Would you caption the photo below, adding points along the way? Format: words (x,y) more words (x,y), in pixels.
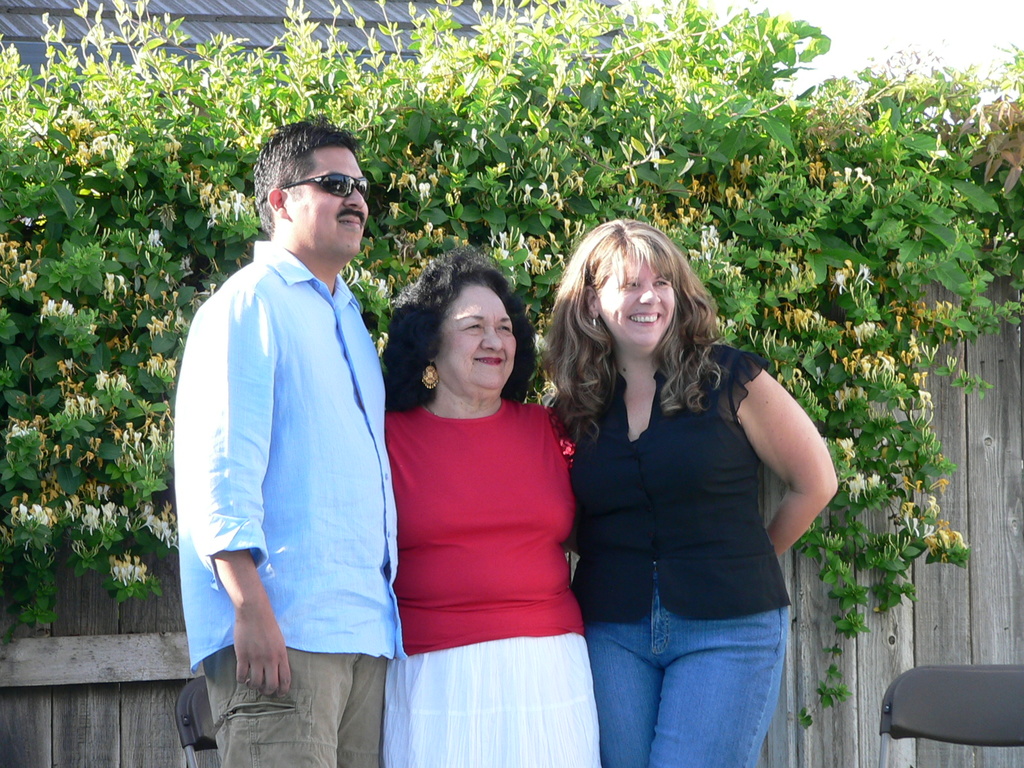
In front of the picture, we see three people (563,422) standing and posing for the photo. Behind them, we see two chairs (926,712). Behind them, we see a wooden wall (911,634). In the background (587,113), there are trees (312,32). At the top of the picture (257,32), we see the roof (240,13) of the building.
